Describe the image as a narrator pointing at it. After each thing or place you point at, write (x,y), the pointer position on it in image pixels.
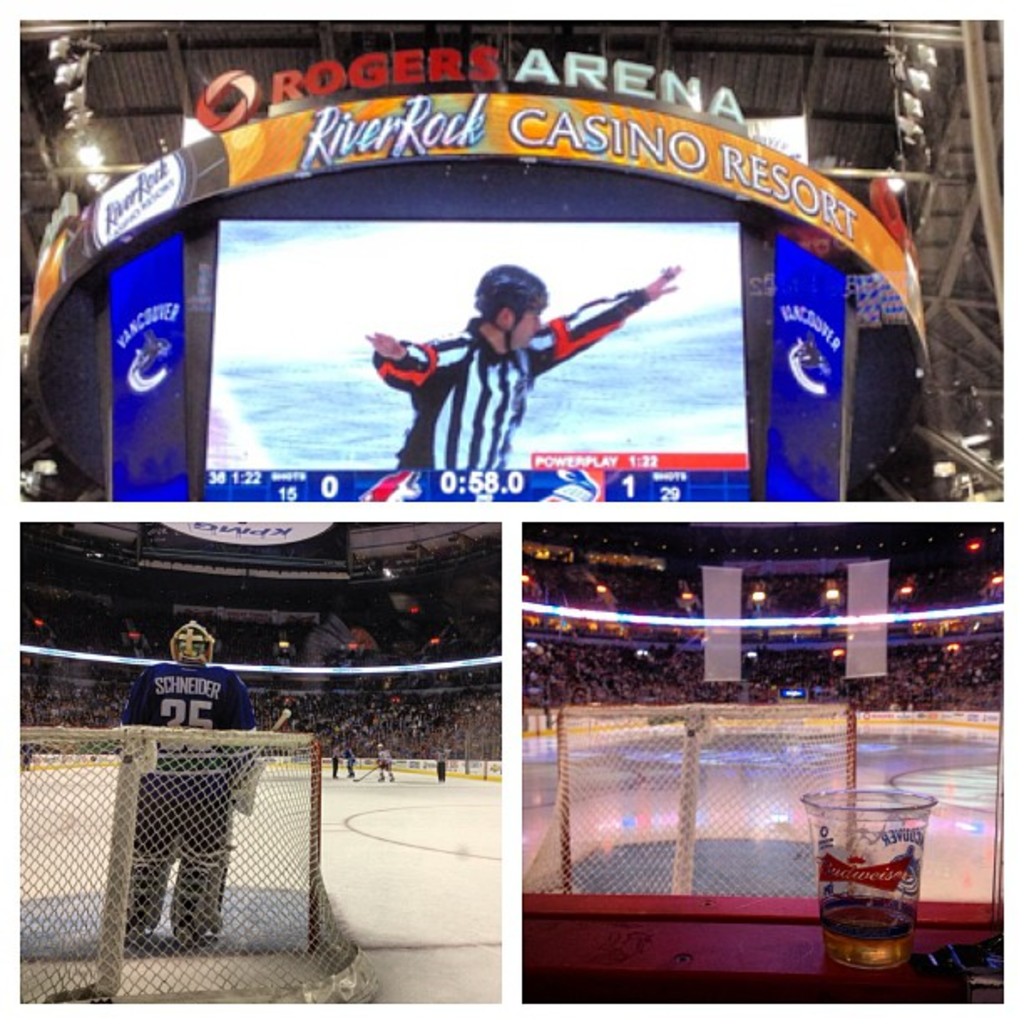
This is a collage image. Here I can see 3 pictures. In the top (564,264) picture there is a screen (530,360). On the screen (464,370), I can see a person (451,340). Around there are some boards (425,128). On the boards (659,135) I can see the text (696,144). In the bottom (439,836) two pictures, I can see the stadium (935,719) and ice rink (444,805) and also there is net (288,861). In these images, I can see a crowd of people (335,702) and few lights (617,616).
